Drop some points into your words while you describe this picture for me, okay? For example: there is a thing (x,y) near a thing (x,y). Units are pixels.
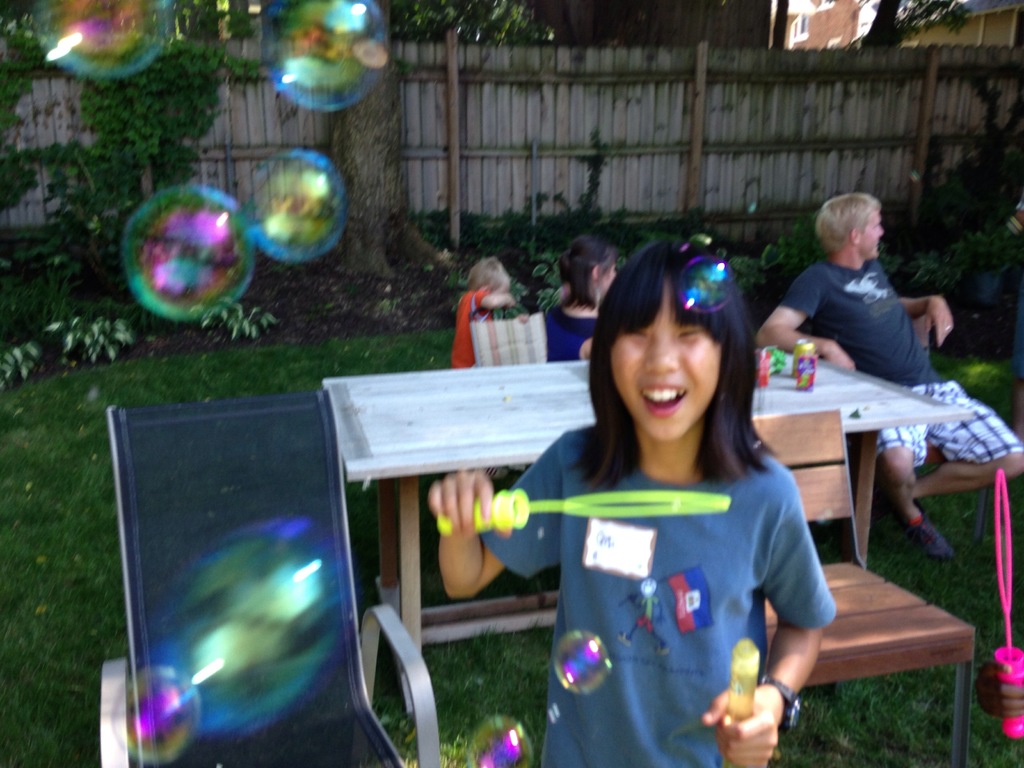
There is a table (541,362). There is a coke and chips packet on a table (497,392). In the center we have a girl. She is playing a bubble game. In the background (396,208) there is a people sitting in a chair (491,352), tree (364,151) and fencing wall (266,113).
